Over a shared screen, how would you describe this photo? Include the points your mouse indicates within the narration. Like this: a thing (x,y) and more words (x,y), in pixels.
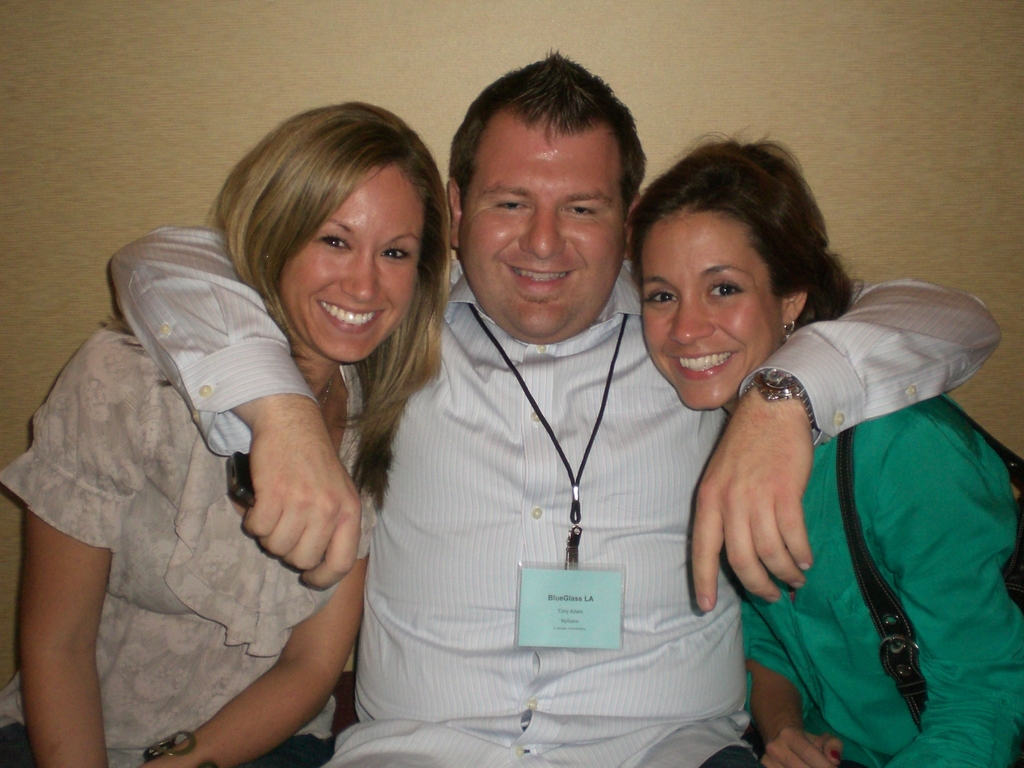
In this image I can see a man (569,470) is sitting by placing his hands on the women (379,466). He wore an Id card (612,575), shirt (602,527), watch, two women (819,457) are there on either side of him. Behind him there is the wall (130,59).
